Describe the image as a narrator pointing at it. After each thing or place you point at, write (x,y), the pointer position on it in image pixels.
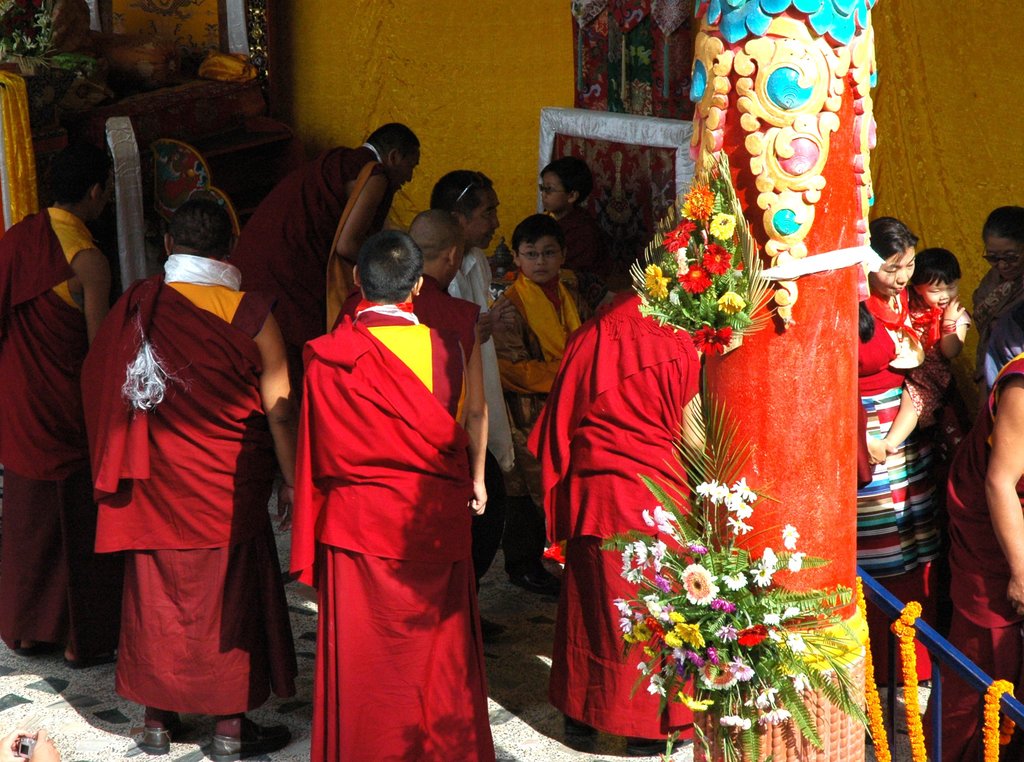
In this image there a few people (601,400), few flowers (736,309) attached to the pillar (854,390), there is a fence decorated with garland (898,630) and few plants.
